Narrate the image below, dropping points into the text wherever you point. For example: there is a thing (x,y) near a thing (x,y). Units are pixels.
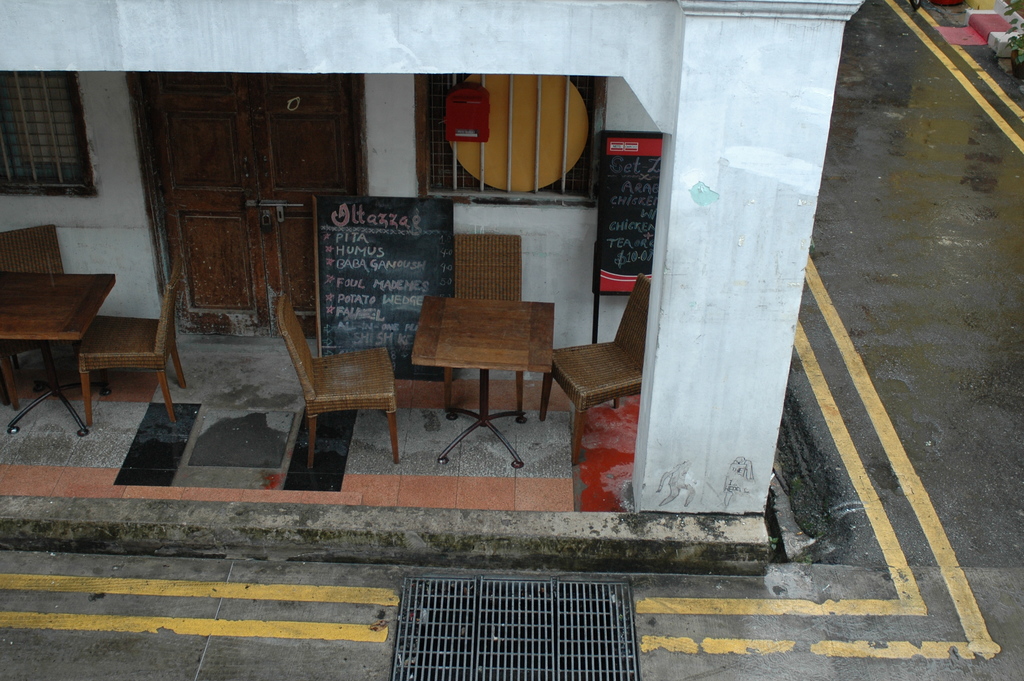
These are the wooden chairs (355,354) and tables (485,345) in front of this house (774,427) and on the right side (876,261) it is road (871,237).
